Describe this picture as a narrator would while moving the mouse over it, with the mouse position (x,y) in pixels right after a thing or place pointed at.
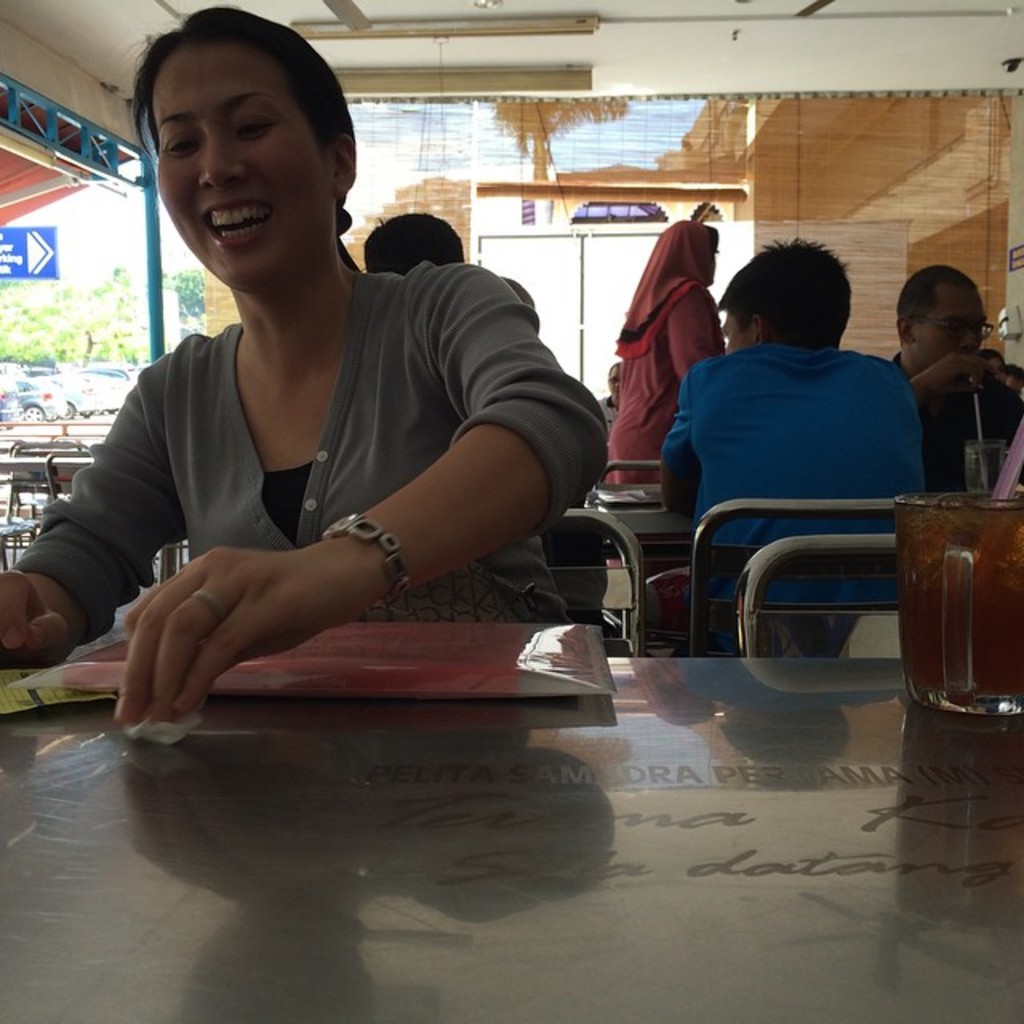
In the image we can see there are people (455,448) who are sitting on chair (635,557) and in front of them there is a table (609,757) on which there is a juice glass (982,605) kept.
